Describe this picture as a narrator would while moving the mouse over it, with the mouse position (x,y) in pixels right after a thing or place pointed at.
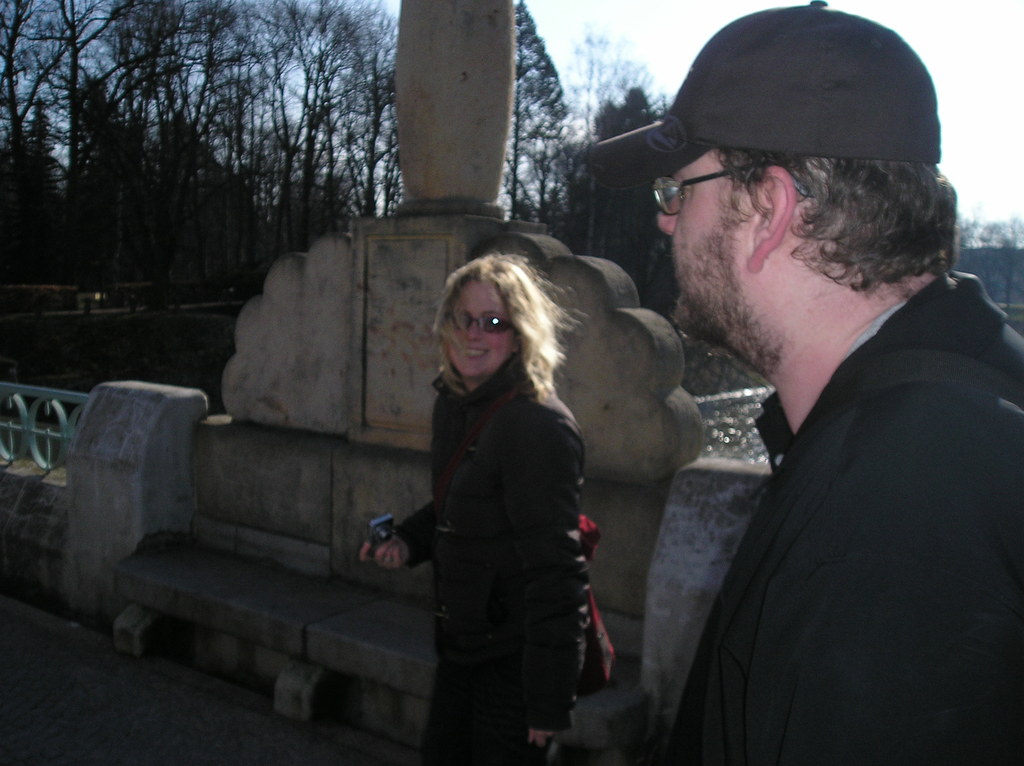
In this picture I can see a man (776,650) and a woman (520,548) standing in front (462,762) and I see that the woman (450,483) is smiling and holding a camera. In the background (403,485) I can see the pillar (368,403), water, number of trees (560,156) and the sky (679,72). I can also see that the man (770,123) is wearing a cap (762,142).
